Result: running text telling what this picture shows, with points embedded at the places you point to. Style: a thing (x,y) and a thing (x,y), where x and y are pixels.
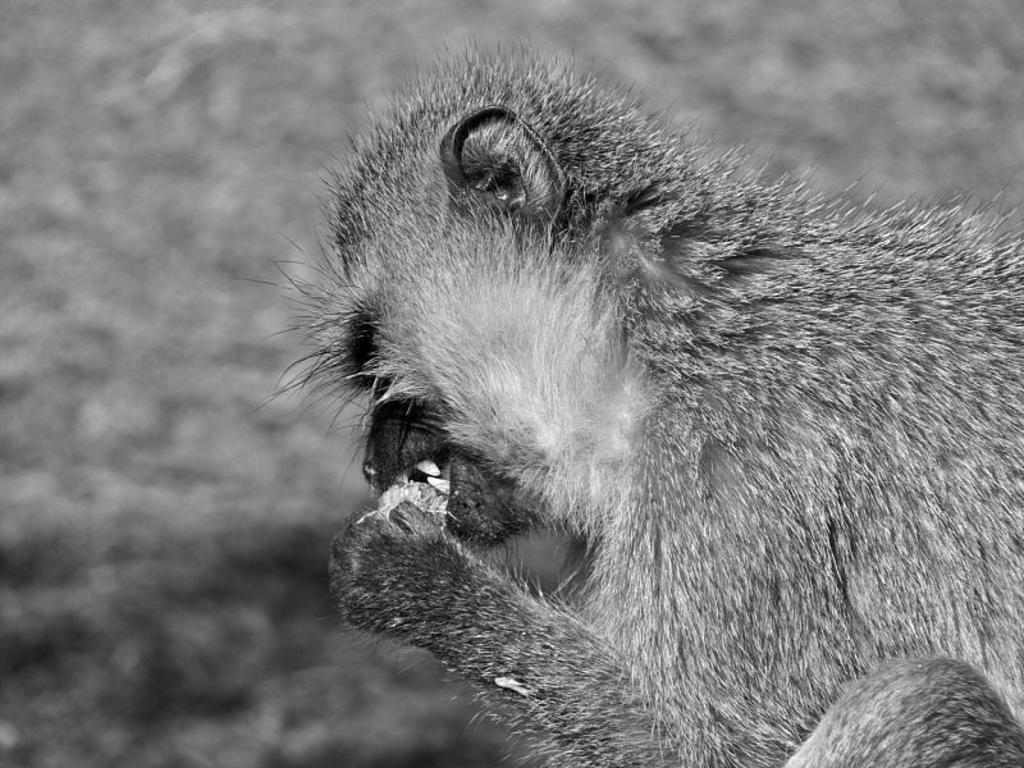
In this picture we can see a monkey (591,290) and it is eating something.
